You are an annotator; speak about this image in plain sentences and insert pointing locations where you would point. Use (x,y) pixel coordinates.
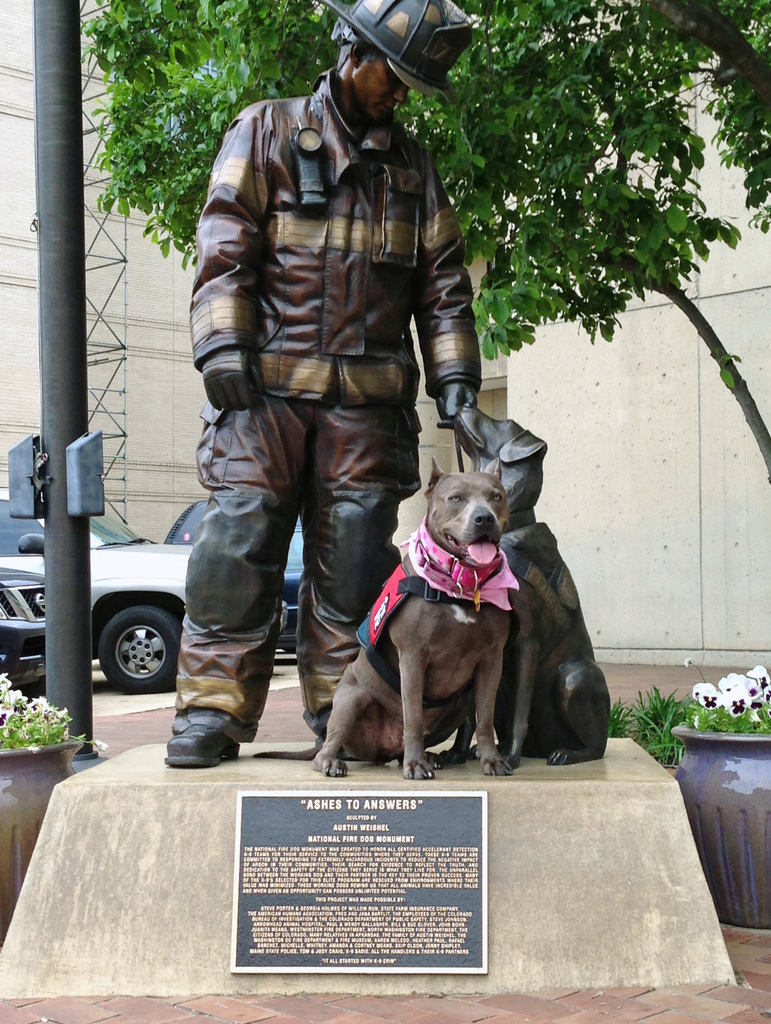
In the foreground of this picture (443,535), we see statues (367,458) of a person (357,327) and a dog (502,434) where a real dog (488,636) is sitting in front of them. On bottom (443,857), we see a name board (436,888). On left (14,768), we see a pot (21,759) with plant (1,714) and pole (74,568), vehicles (140,563), and a wall (154,348). On right (732,780), we see a pot (749,747) with plant (690,722), grass (666,708), tree (588,135) and the wall (635,496).
